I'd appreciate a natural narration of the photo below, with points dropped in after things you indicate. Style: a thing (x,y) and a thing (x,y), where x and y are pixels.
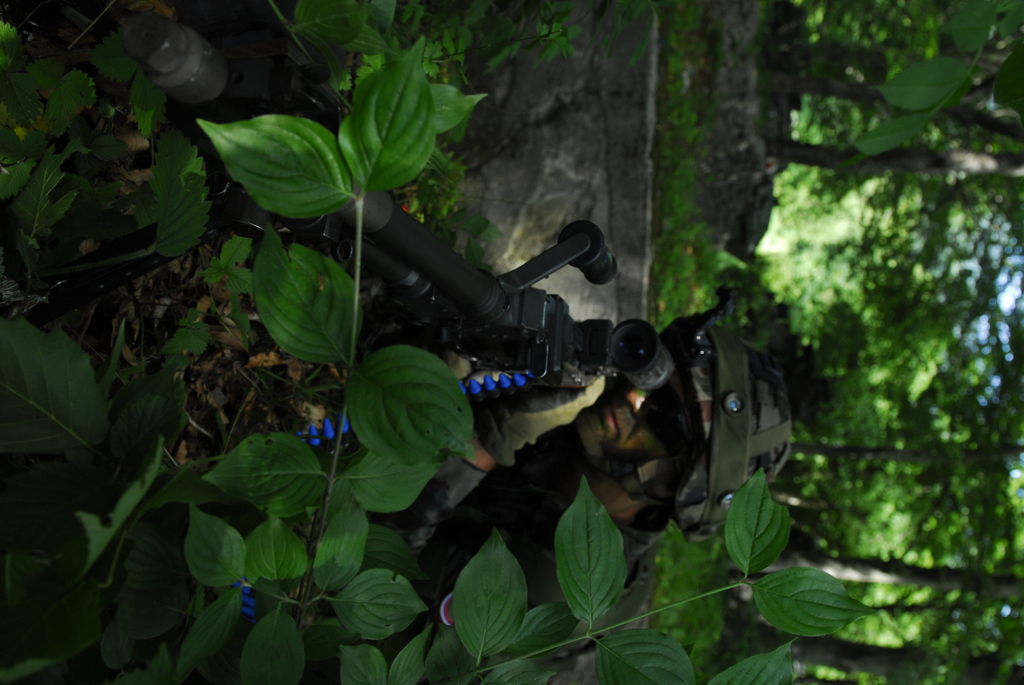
In this image we can see a person (576,478) holding a gun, there are some plants (579,498) and trees (877,455), also we can see the sky (991,390).
